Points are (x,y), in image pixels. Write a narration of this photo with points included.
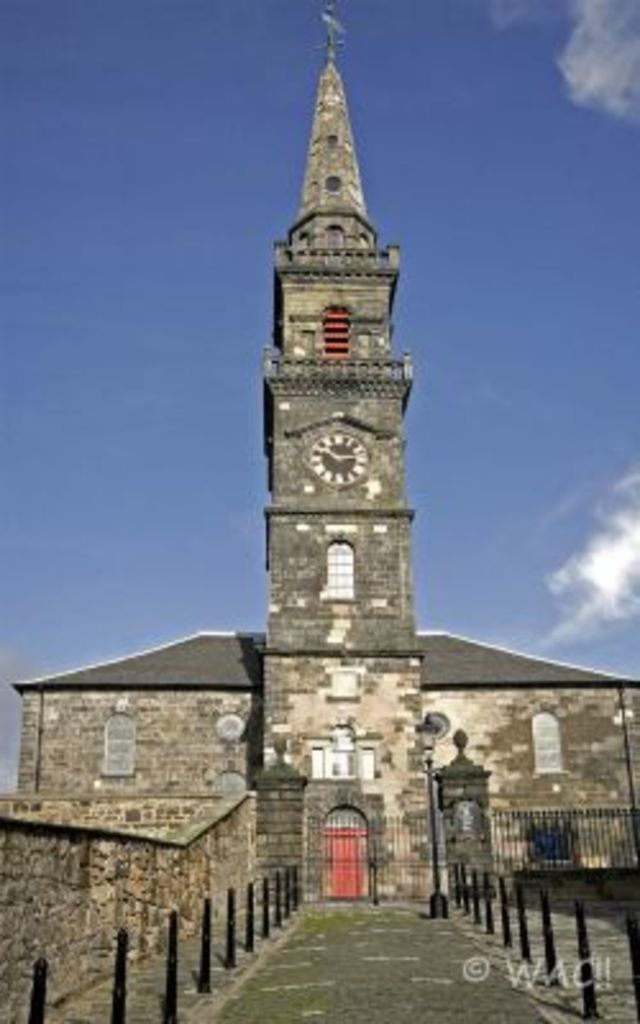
In the image there is a building (392,702) in the front (323,675) with a tower (294,286) in the middle of it with a road (362,924) in front of the building (323,878) and above its sky (588,281) with clouds (571,571).
